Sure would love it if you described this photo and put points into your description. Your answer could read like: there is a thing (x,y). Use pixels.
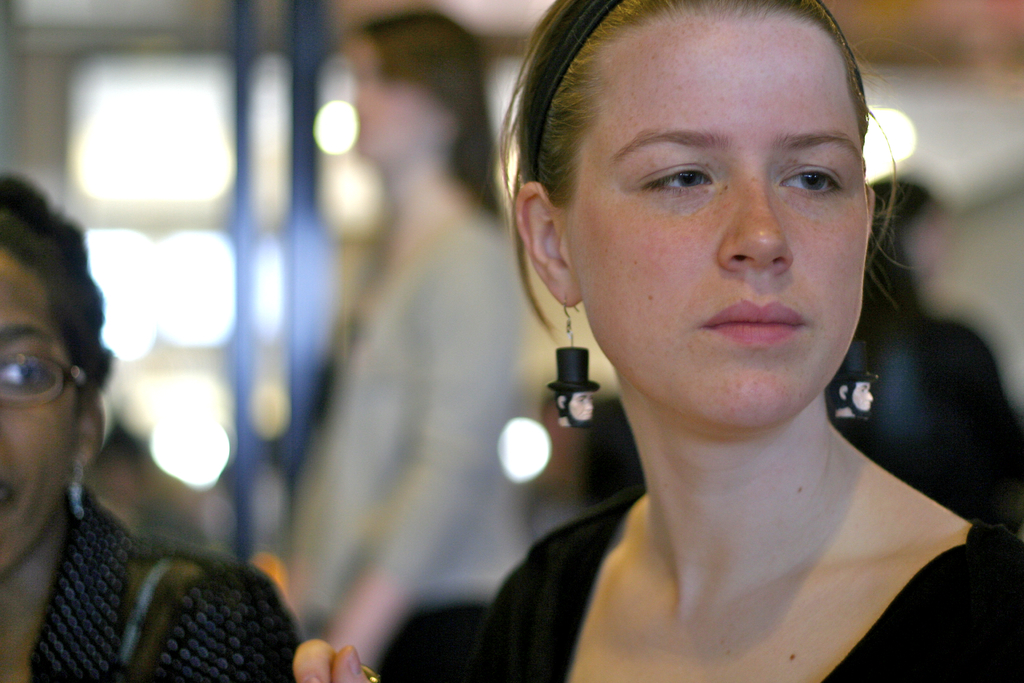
In the image we can see there are two women (766,331) wearing clothes (552,592), earrings (571,376) and the left side woman (88,442) is wearing spectacles (8,393). Behind them there are other people (449,318) standing and wearing clothes (386,383) and the background (951,132) is blurred.
